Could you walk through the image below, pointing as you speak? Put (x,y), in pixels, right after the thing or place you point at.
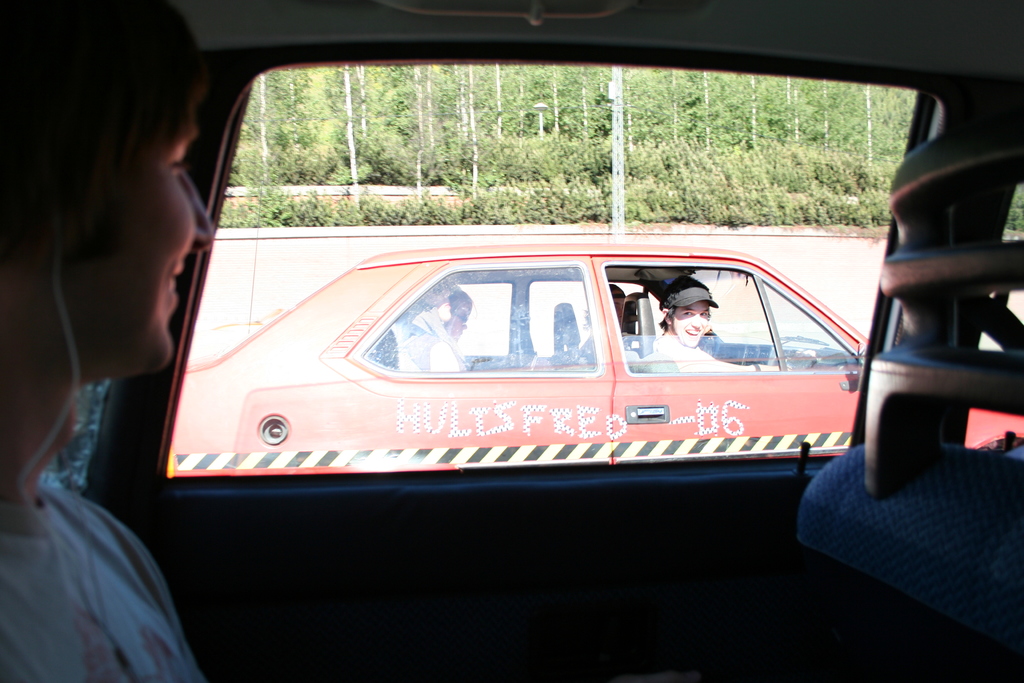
In this image I see both person (53,357) smiling at each other and both of them are sitting in the cars (1013,283). In the background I see the trees (335,208).
